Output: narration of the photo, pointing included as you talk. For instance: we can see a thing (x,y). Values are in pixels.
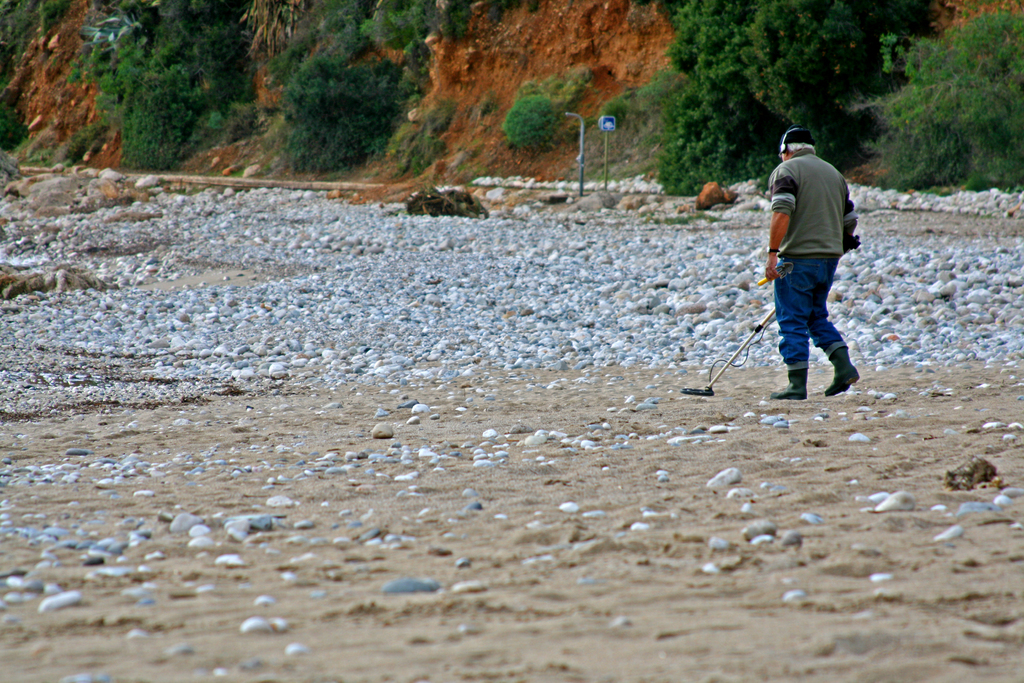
On the right side of the image (800,260) we can see a person (795,316) standing and he is in a different costume (795,316). And we can see he is holding some objects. In the background (529,94), we can see trees (864,21), stones (678,255), poles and a few other objects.
